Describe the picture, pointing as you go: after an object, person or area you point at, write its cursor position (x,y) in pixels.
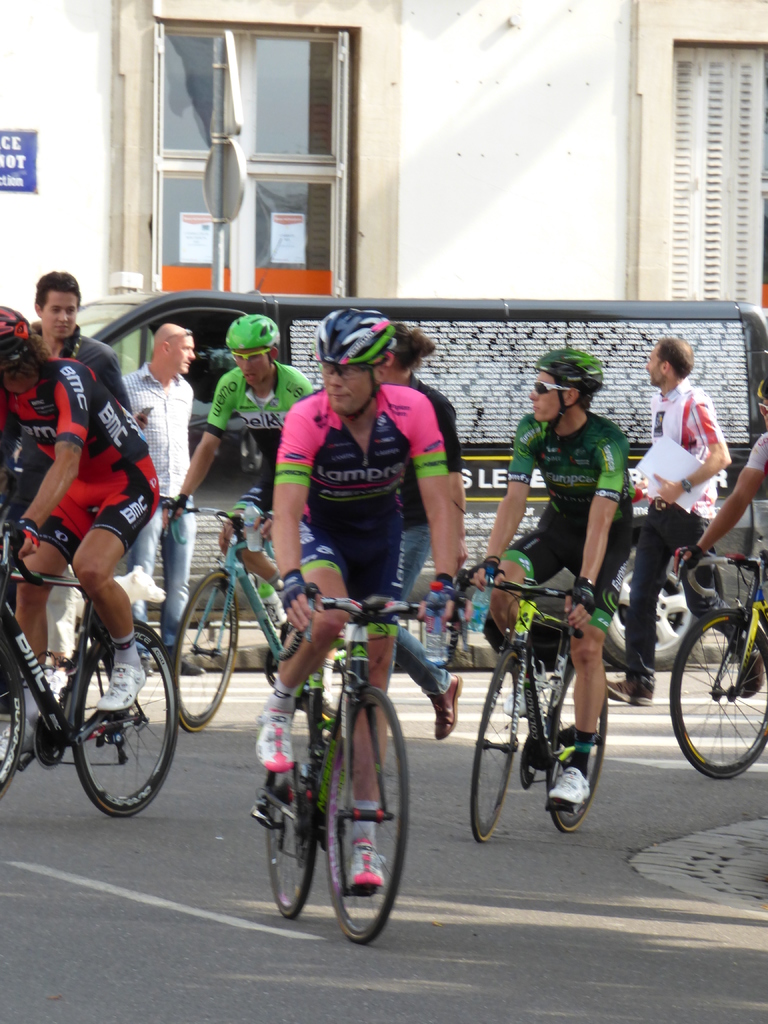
In this image there are few persons (366,350) riding on bicycle (271,779), there are four persons (695,482) visible on the road (560,852), behind them there is a vehicle (528,366), pole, wall (29,295) of the building (333,141), window (309,138) visible.
